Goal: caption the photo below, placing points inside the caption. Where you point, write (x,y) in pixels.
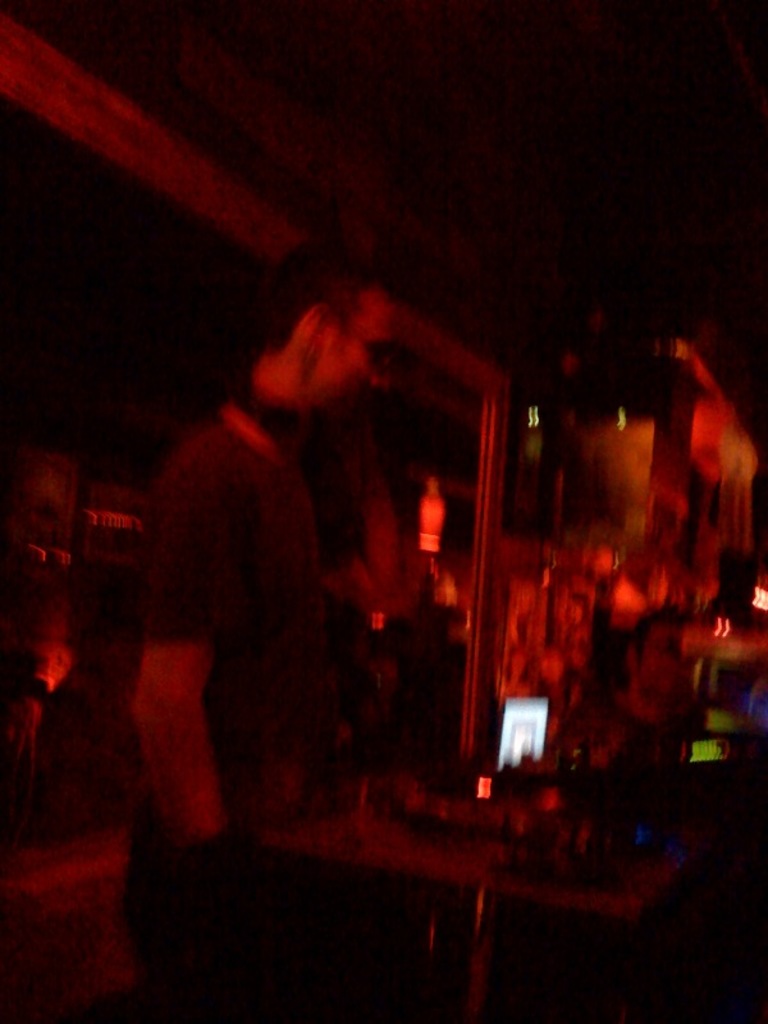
In this picture we can see persons (166,755), tables (455,791) and few objects (700,749) in a dark place (624,771).
